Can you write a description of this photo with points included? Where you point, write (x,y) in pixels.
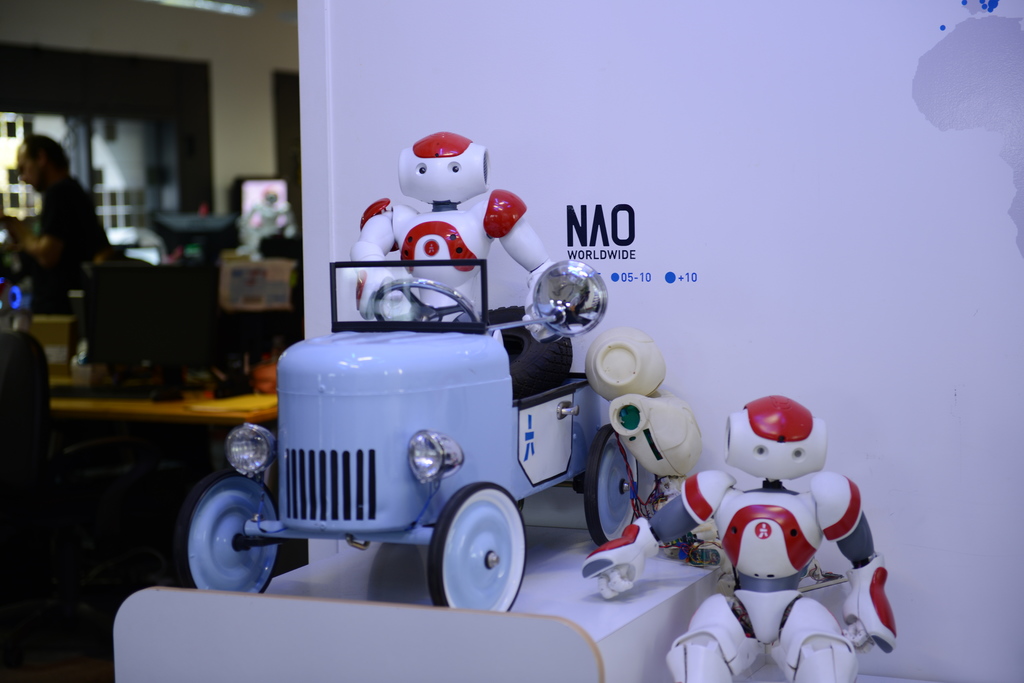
This image consists of dolls (731,628). They look like robots (682,675). In the front (343,463), we can see a toy car (361,488) in blue color. In the background (805,206), there is a wall (951,242). On the left (48,240), it looks like there is a person (69,208) standing. And we can see a table (169,414) along with the chair (58,637).
